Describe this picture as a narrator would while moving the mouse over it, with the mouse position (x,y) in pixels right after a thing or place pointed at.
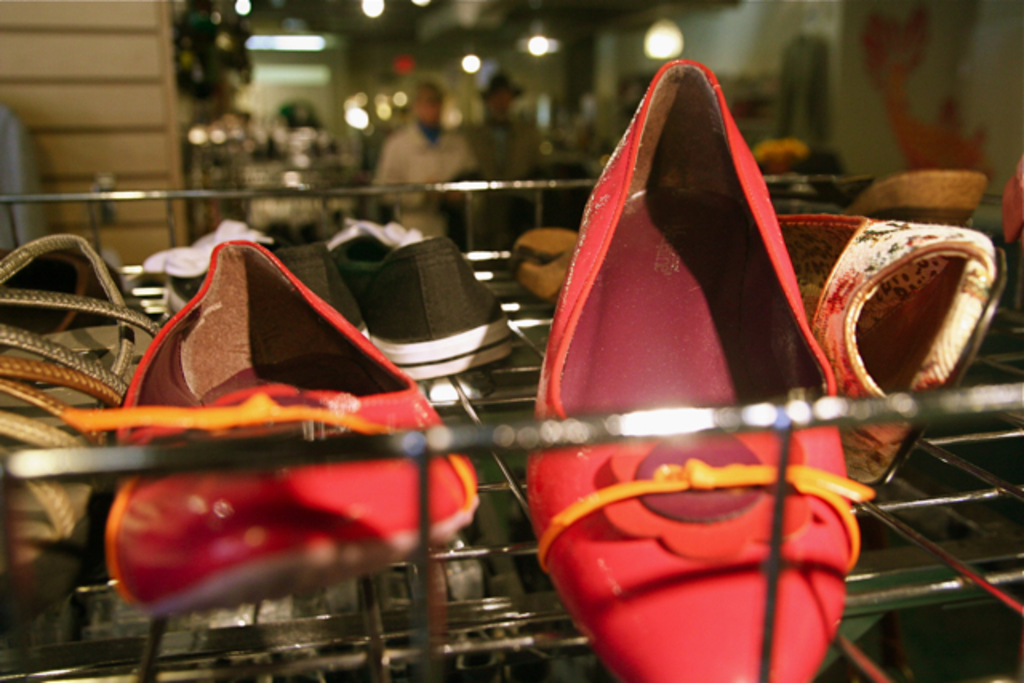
In this image we can see shoes (305,490) placed on the rack (839,417) and persons (423,117) standing on the floor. In the background (581,55) there are electric lights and walls (115,145).
